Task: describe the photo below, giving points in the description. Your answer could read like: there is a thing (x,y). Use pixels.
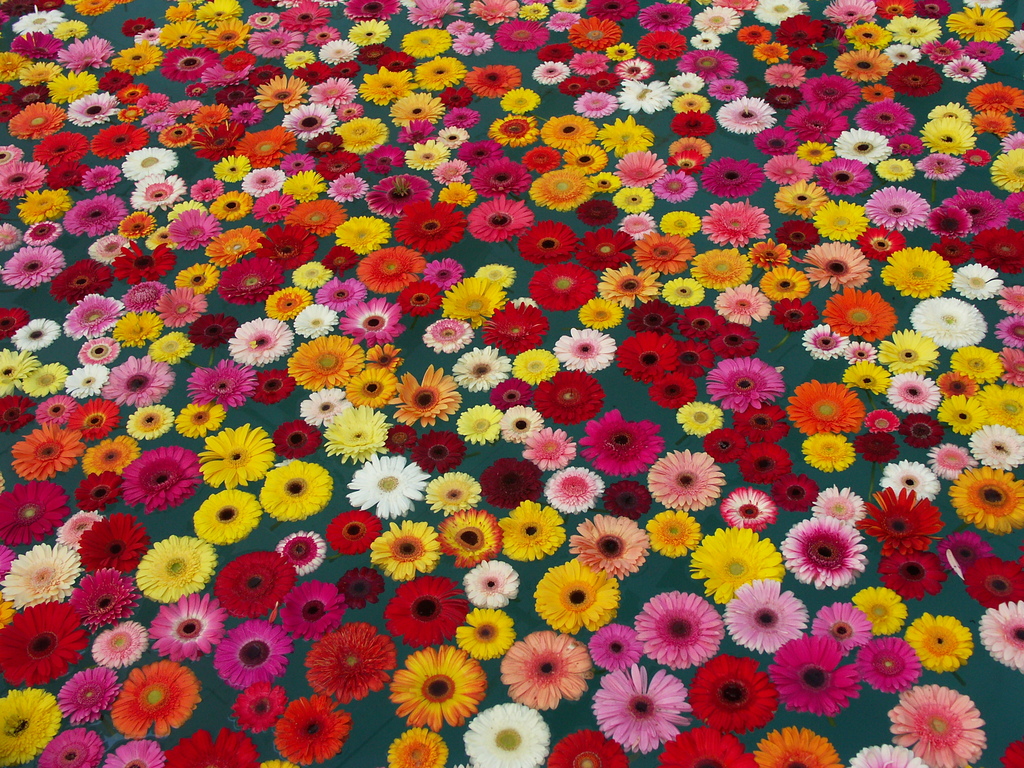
There are flowers (870,61) in different colors arranged on the water (660,572). And the background (675,569) is dark green in color.
